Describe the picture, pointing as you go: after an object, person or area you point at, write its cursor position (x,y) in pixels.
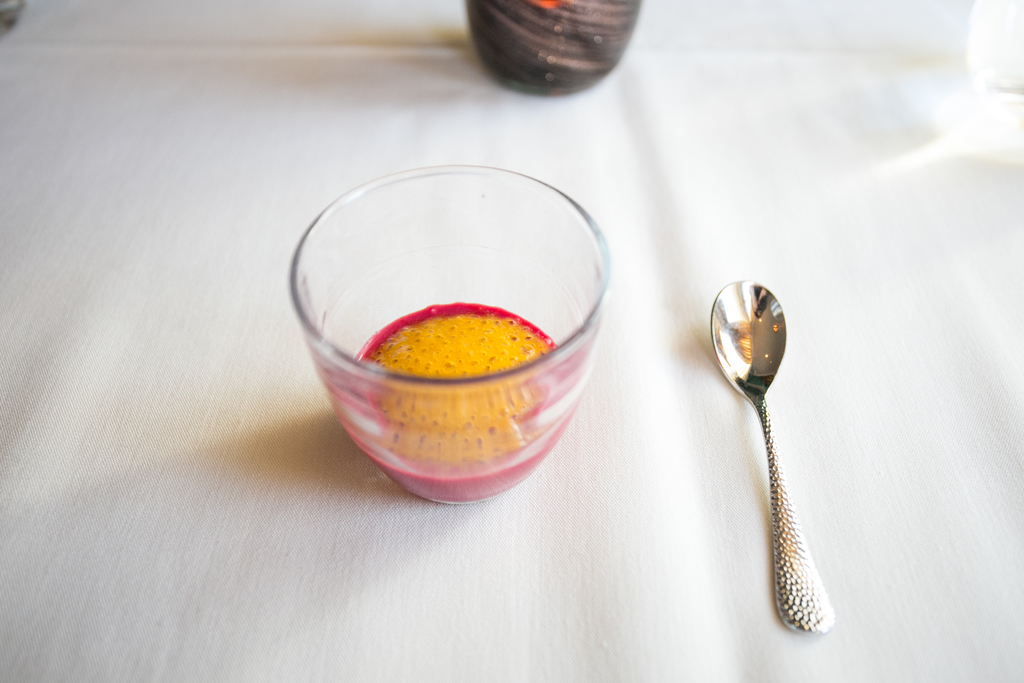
This image consists of a bowl (420,408) and a spoon (782,345) are kept on the table (617,248). And there is color in the bowl (408,445).
